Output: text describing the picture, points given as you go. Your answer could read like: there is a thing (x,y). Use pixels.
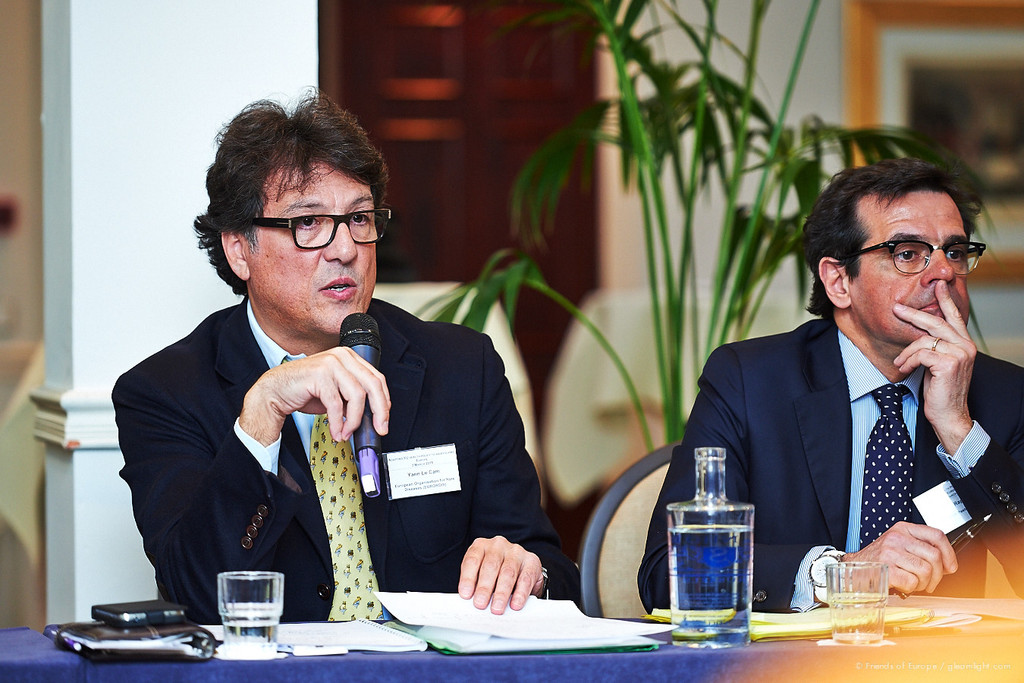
In this image, I can see two men (780,457) sitting. At the bottom of the image (269,661), I can see a table (166,667) with water jug (713,597), glasses (239,636), papers (474,636) and few other things (165,641). The man (526,593) on the left side (336,466) is holding a mike (371,350). In the background (681,382), It looks like a houseplant (664,352). I can see a pillar (97,360), which is behind a person (151,461). On the right side of the image (869,82), I can see a photo frame (914,67), which is attached to the wall (821,42).
